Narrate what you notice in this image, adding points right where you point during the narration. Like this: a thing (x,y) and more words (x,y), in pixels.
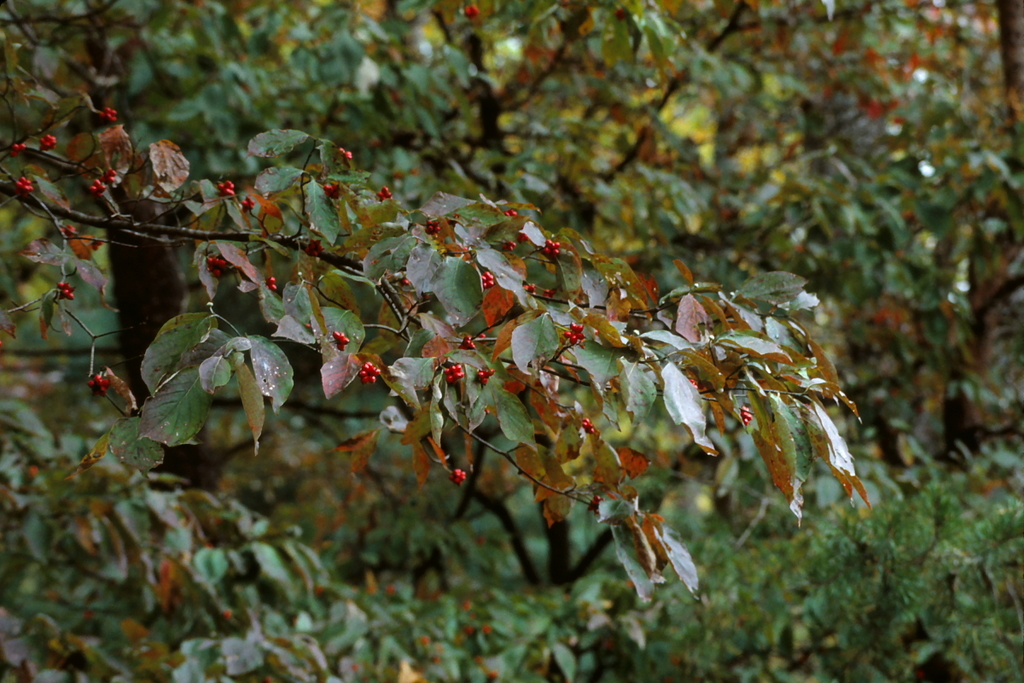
In the center of the image (499,296), we can see a stem (551,300) with berries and leaves (436,293) and in the background (354,113), there are trees (821,520).
